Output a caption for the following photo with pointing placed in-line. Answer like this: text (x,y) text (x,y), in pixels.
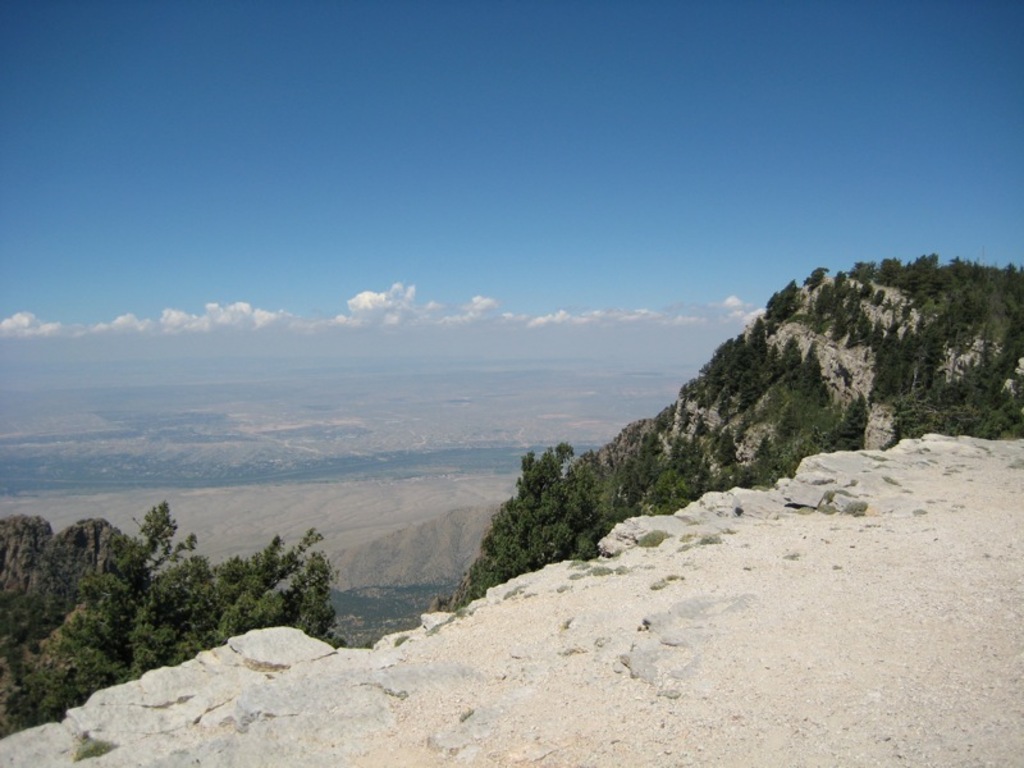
In this picture there is a mountain (1003,496) and are trees (1003,410) on the mountain (795,535). At the back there might be mountains (227,495). At the top (402,173) there is sky (597,167) and there are clouds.
